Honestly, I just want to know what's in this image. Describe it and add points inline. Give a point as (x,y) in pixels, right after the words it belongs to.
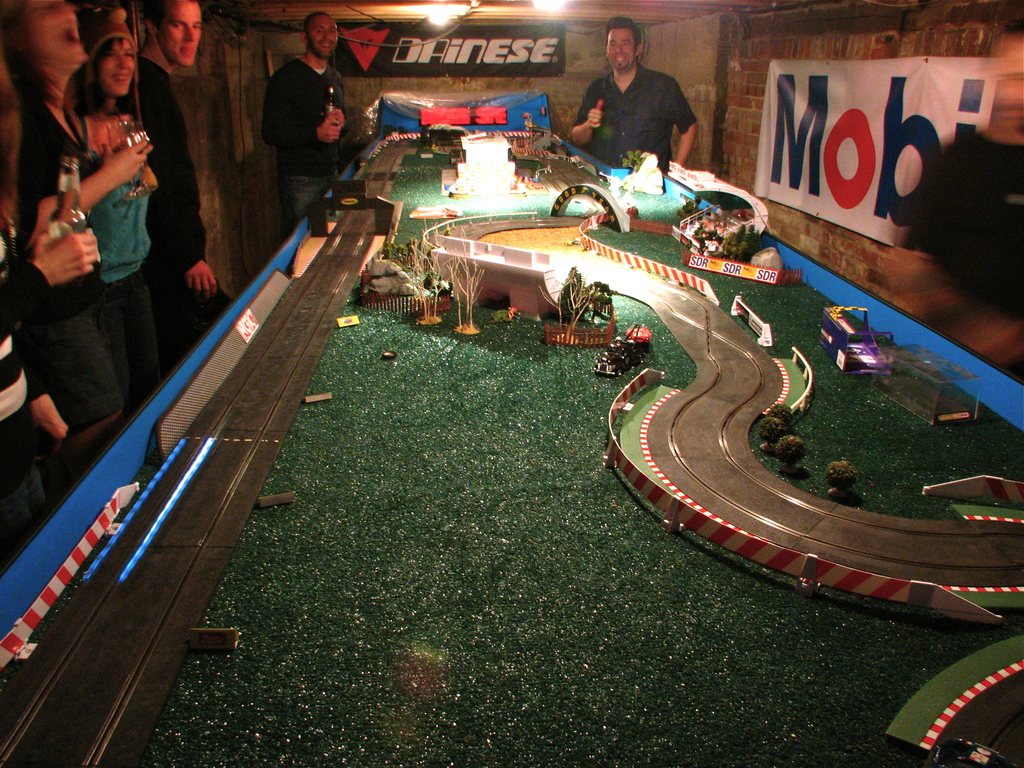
In the center of the image (384,404) there is a table (561,228) and we can see a plant (628,158) on the table (762,473). There are people (93,363) standing and holding bottles (68,197). In the background (713,108) there are boards (876,144) and a wall (717,60). At the top (441,21) there are lights (441,21).
